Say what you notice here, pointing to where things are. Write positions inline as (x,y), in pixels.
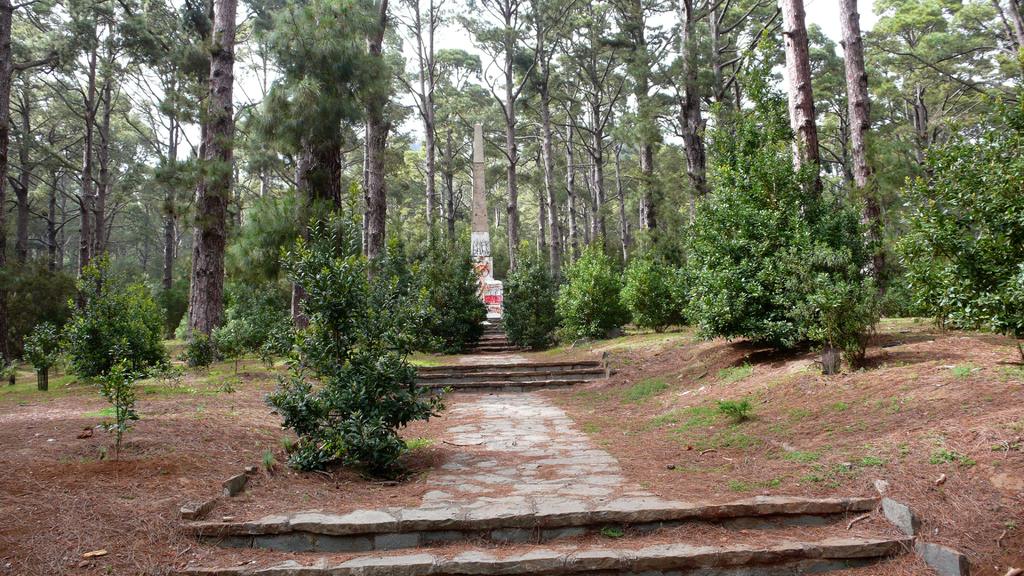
In this picture I can see the path (519,416) and I see the steps (475,369) and I see number of plants (462,270) and trees (338,90) in the background (597,134).
